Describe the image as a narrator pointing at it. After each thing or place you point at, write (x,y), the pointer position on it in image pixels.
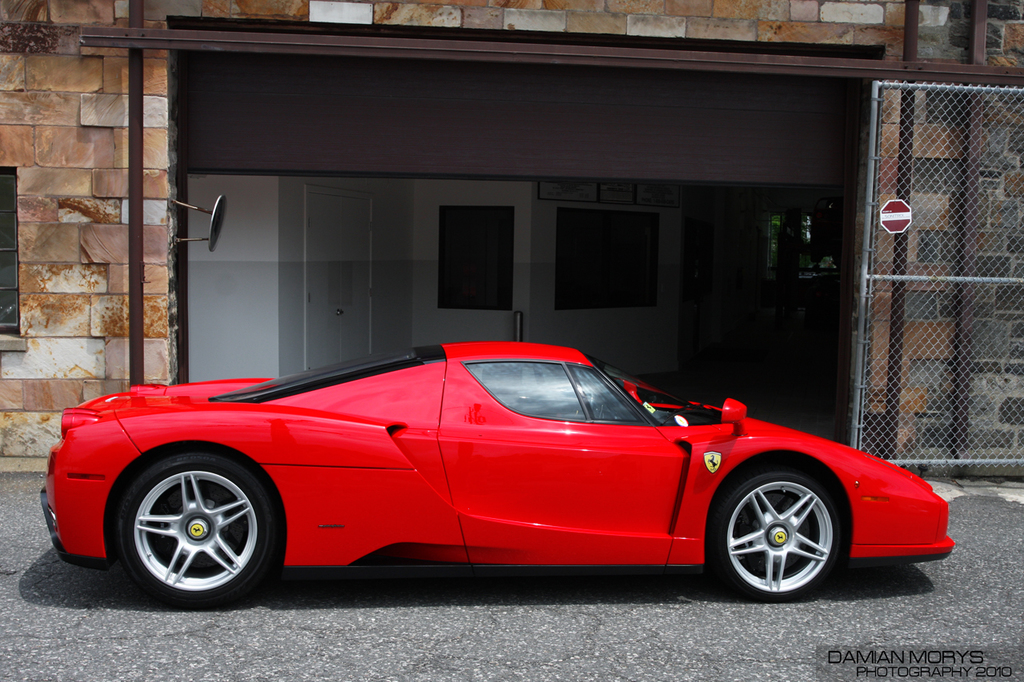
In this image, we can see a red car (462,529) is parked on the road (495,634). Background (41,338) we can see walls (79,284), window (9,303), door (330,288) and few objects (605,199). On the right side of the image (879,283), we can see a sign board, mesh (993,271) and watermark (915,665).
